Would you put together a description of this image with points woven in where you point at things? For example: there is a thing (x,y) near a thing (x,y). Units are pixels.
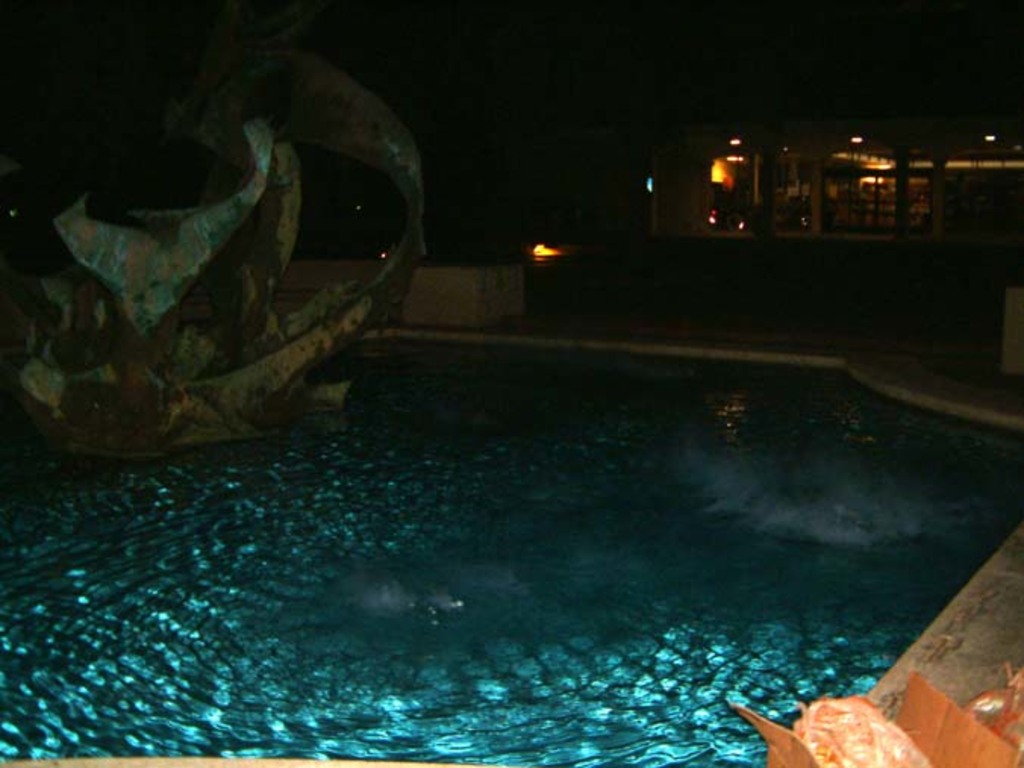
In this image we can see a structure (262,385) and pool (542,523). In the background of the image (707,189), we can see a building (786,192). There is an object (887,738) in the right bottom of the image (961,747).
